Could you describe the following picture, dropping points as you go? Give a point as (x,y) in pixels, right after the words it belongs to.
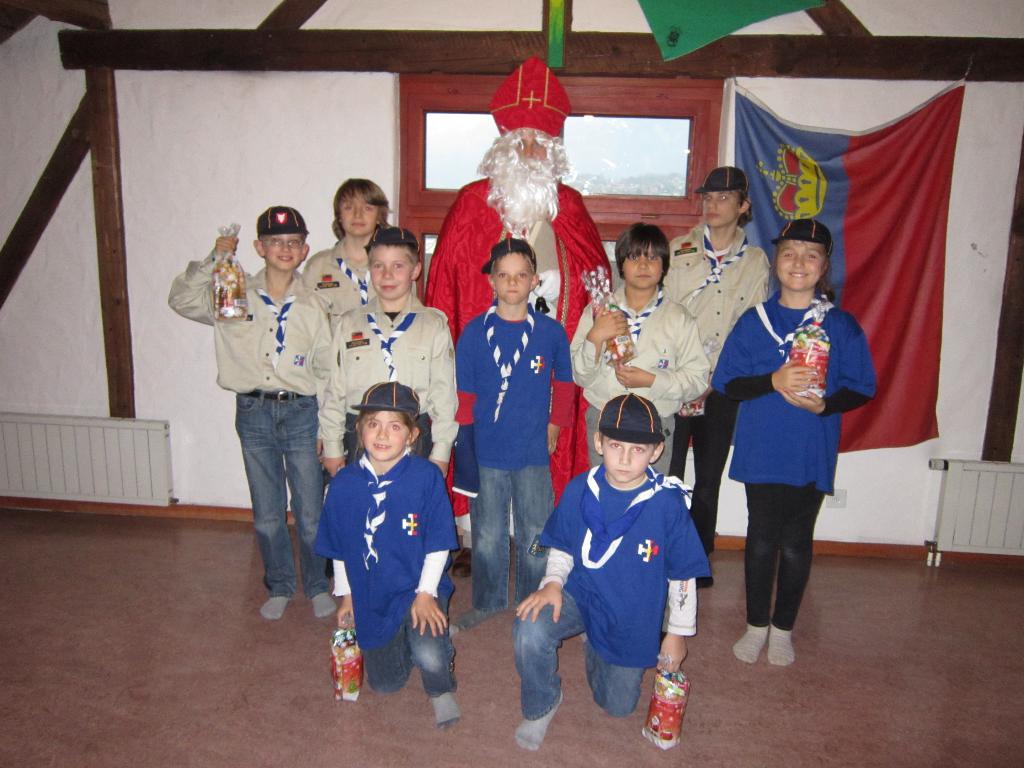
In this image we can see a group of people (493,445) standing on the floor (463,668) holding some packets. We can also see two people (577,556) sitting on their knees (433,675). On the backside (182,496) we can see the flag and a wall (233,218).
